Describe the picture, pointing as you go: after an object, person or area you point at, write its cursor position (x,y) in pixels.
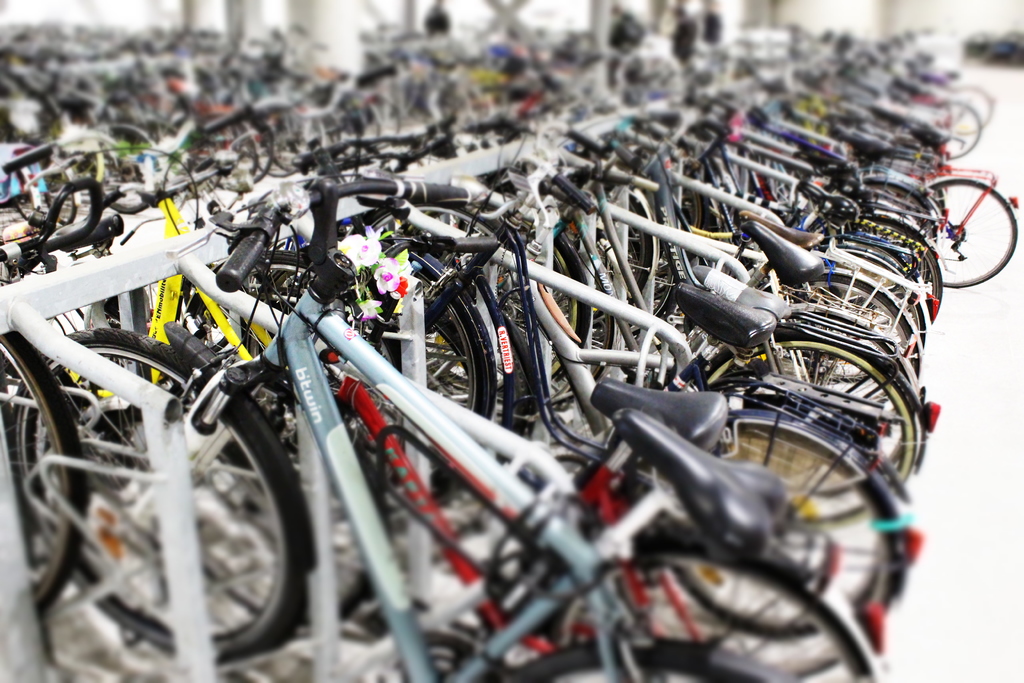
In this picture we can see few bicycles (659,264) and metal rods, in the background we can find few people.
